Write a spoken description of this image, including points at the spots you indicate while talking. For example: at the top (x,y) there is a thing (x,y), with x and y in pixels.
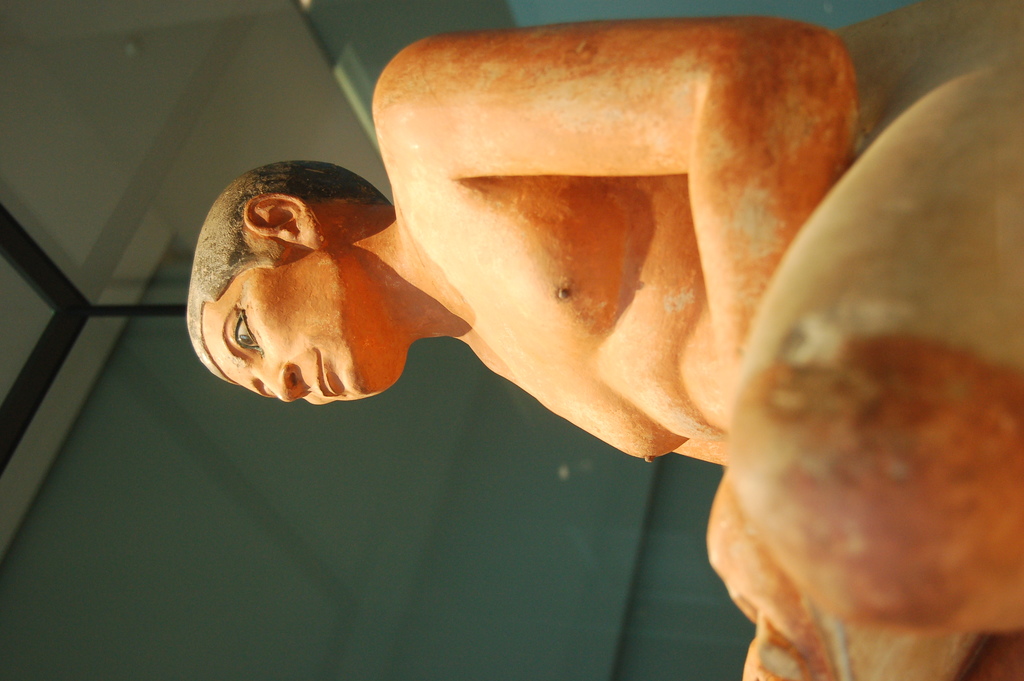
In this image I can see sculpture (479,287) of a man (607,410). I can see colour of this sculpture (506,296) is orange.
